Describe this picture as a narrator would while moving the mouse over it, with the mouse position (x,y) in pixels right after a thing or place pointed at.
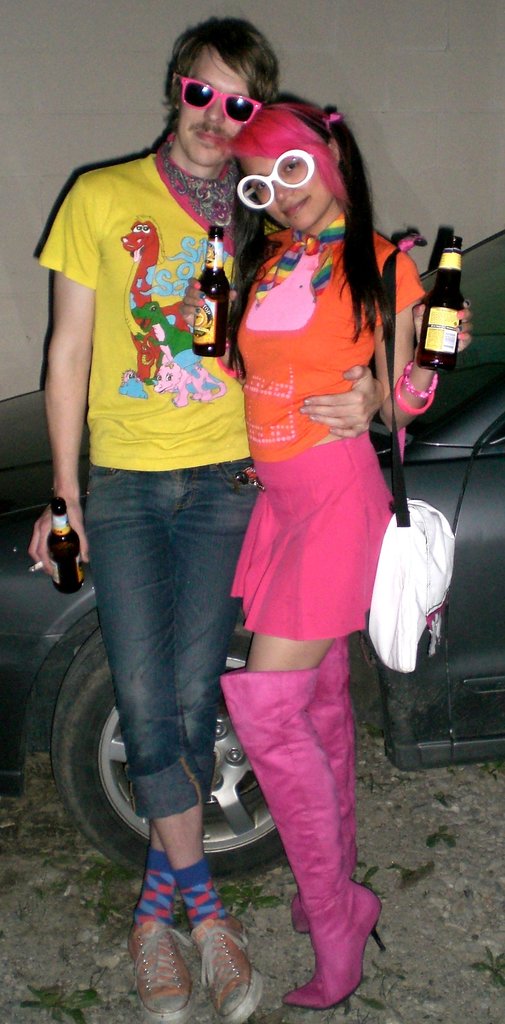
In this picture I can see there is a man (220,589) and a woman (384,258) standing here and they are holding beer bottles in their hands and in the backdrop (502,579) I can see there a car (464,562) parked here and there is a wall (394,61).
